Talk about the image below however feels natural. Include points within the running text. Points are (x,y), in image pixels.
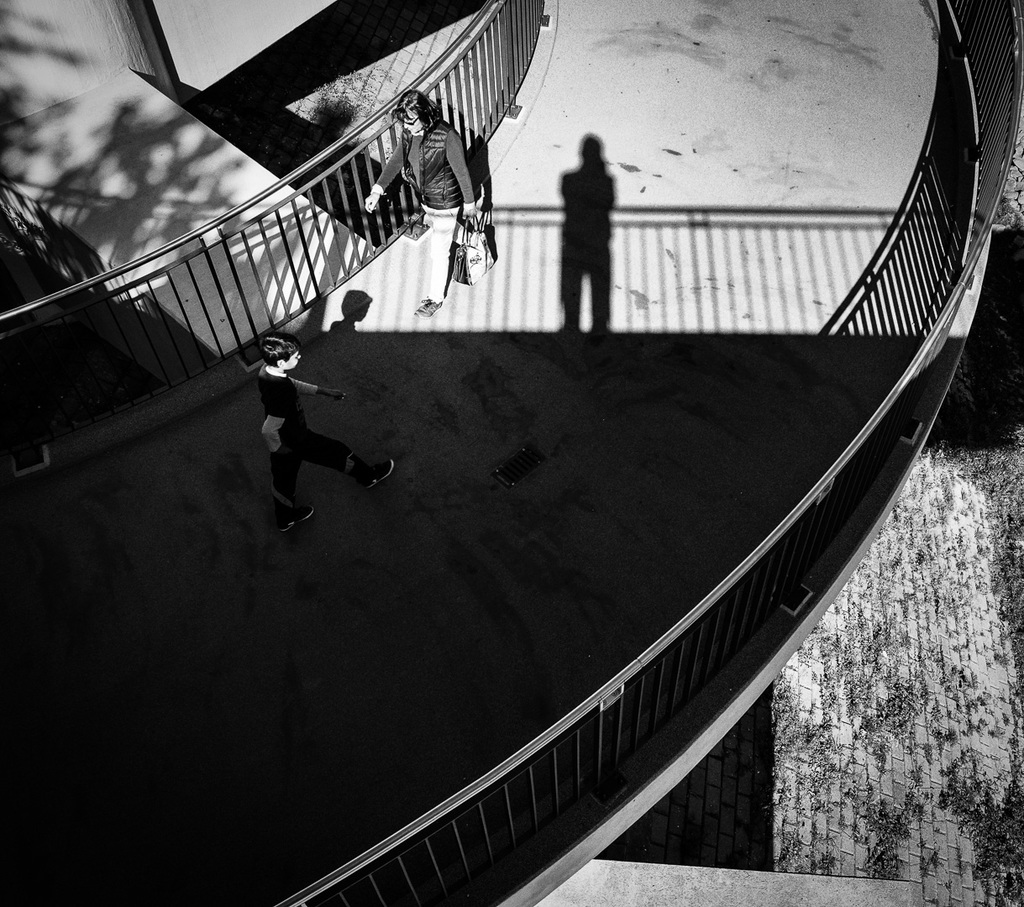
In this picture we can see few people (283,489), they are walking, beside to them we can see fence (200,230), and it is a black and white photography.
